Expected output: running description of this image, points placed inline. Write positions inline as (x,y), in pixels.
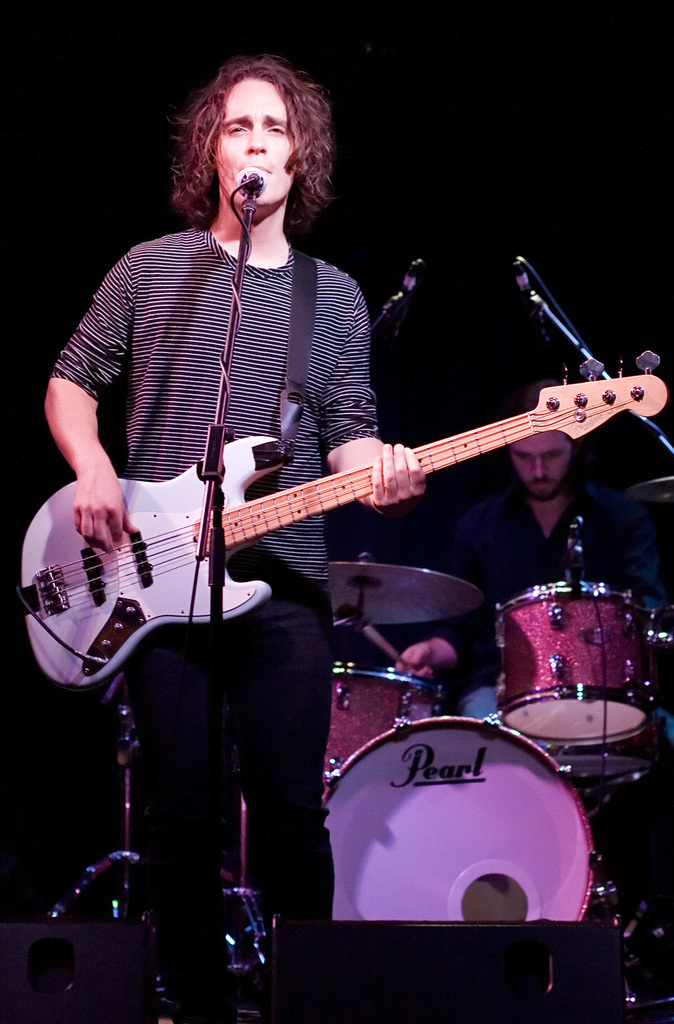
In this picture we can see few people (461,535), on the left side of the image (219,344) we can find a man (219,344), he is playing guitar (152,524) in front of the microphone (256,176), in the background (569,473) we can see another man (502,555), he is playing drums (577,705).
